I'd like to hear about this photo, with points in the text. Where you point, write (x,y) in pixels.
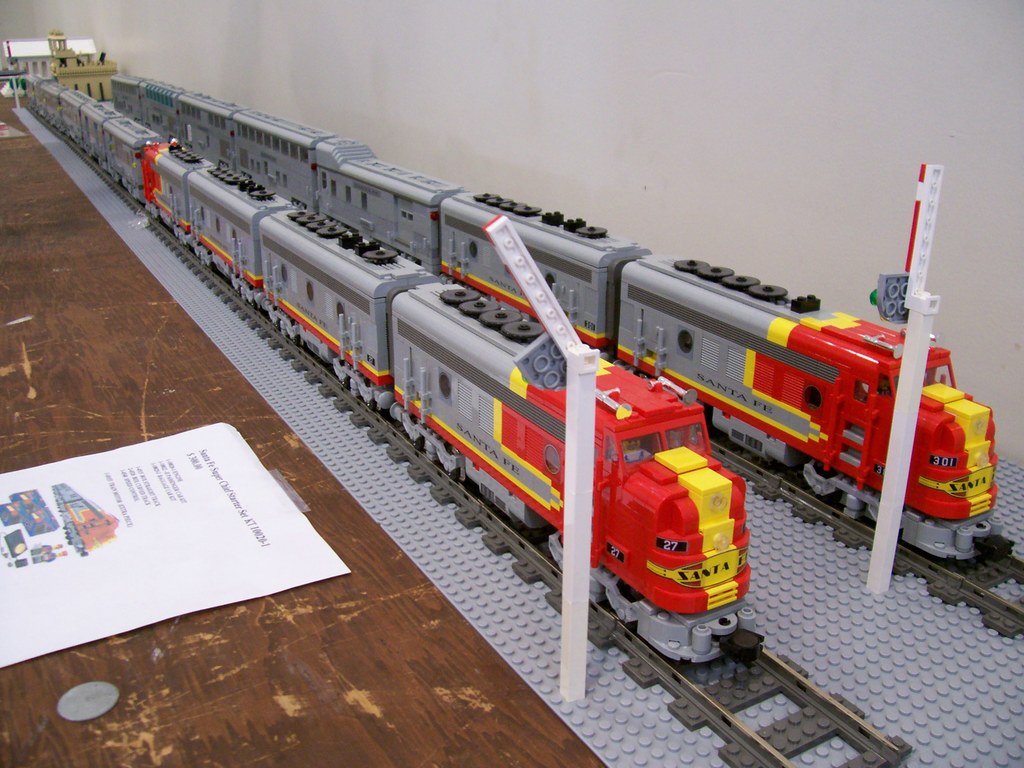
In this image I can see the brown colored surface (71,295) on which I can see a paper (95,507) and a train (148,190) which is ash, red and yellow in color which is made up of Lego (431,368). I can see two white colored poles (574,348) which are also Lego (920,394). In the background (748,186) I can see the white colored wall (590,110).
